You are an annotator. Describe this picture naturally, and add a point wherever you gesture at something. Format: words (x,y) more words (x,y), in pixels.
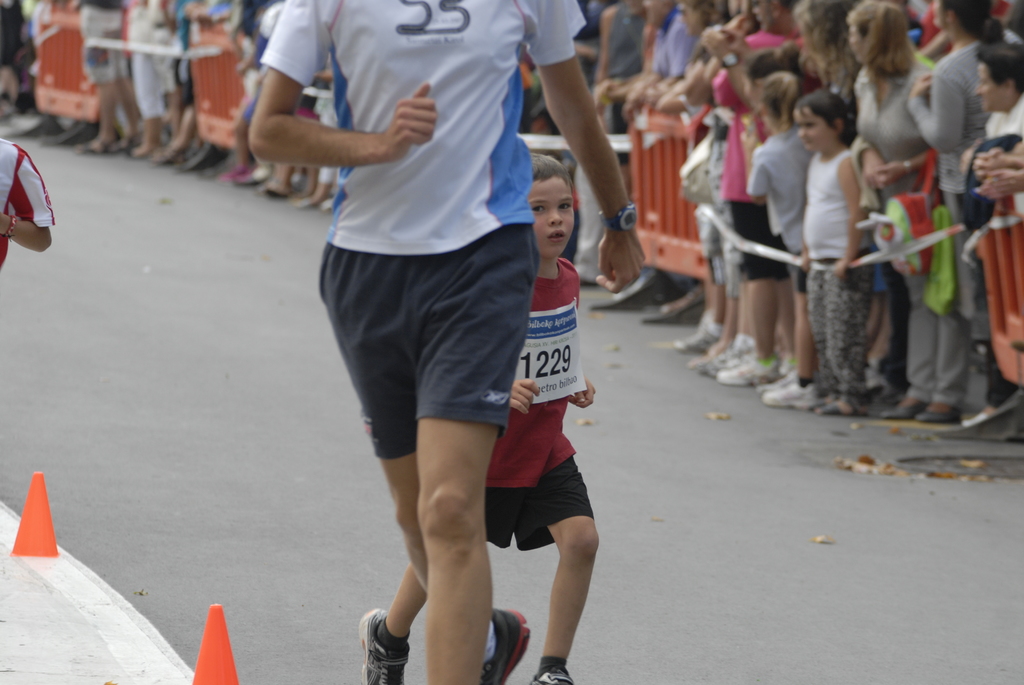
In this picture we can see the man (427,124) wearing a white t-shirt (476,192) is running on the track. Beside there is a small boy (531,384) wearing red t-shirt (548,443) is running. In the background (140,85) is a group of men and women (822,70), standing and watching to the athletes (443,126).
